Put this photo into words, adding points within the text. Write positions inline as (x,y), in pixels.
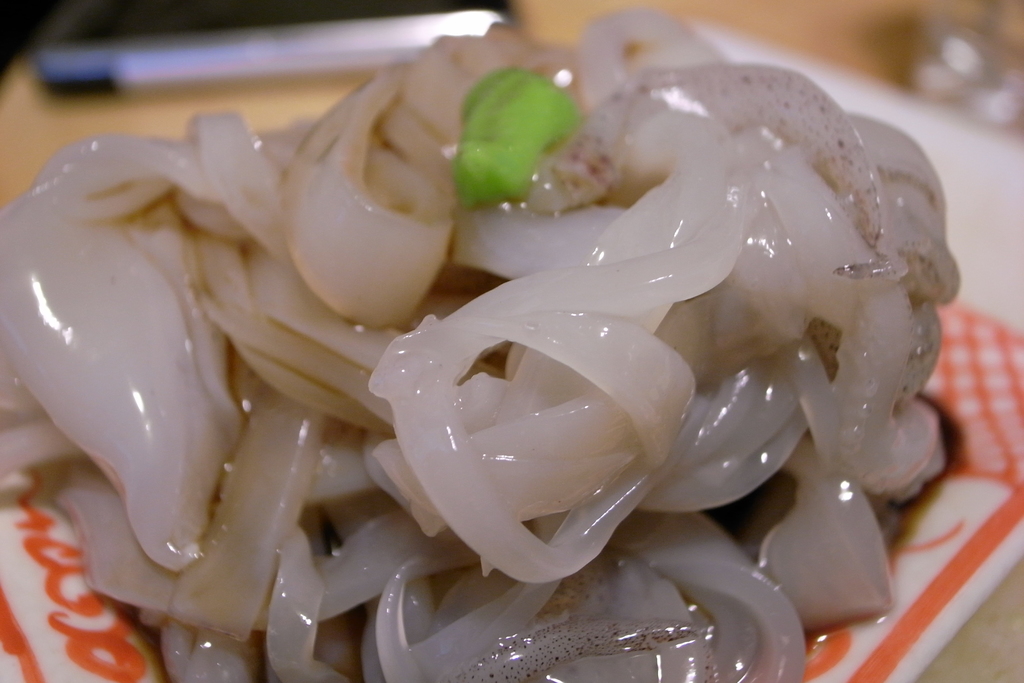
In this picture we can see some food (755,404) present in the plate (923,513), there is a blurry background (987,91).
